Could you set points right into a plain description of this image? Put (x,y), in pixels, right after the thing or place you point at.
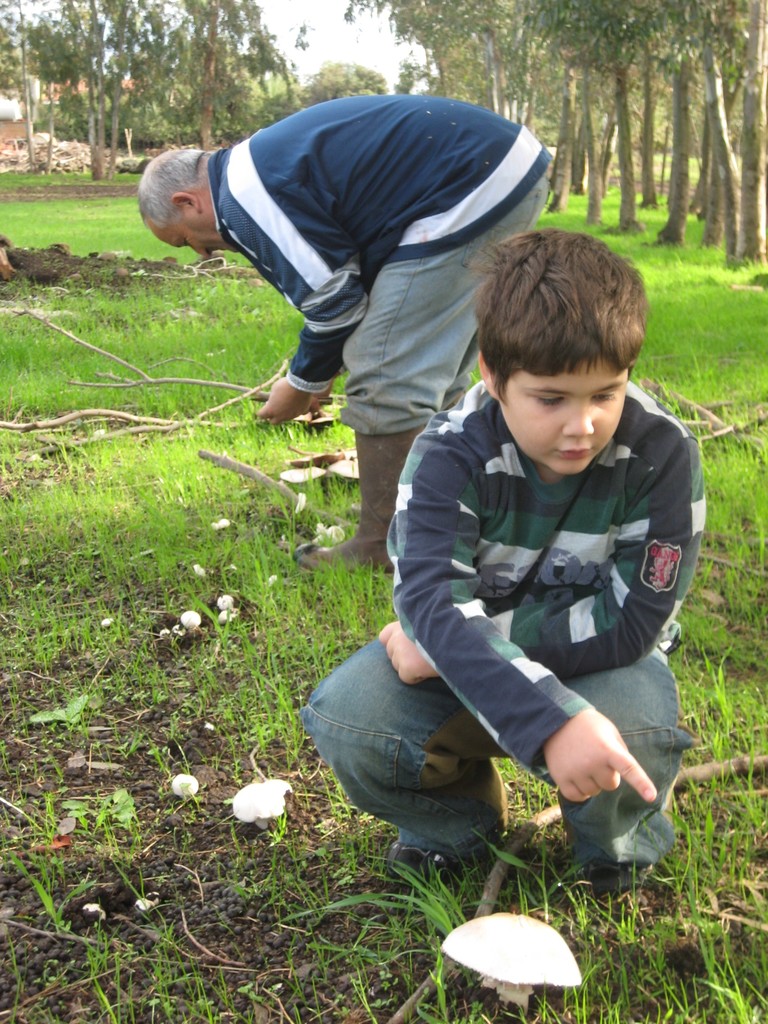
In this image I can see a boy (492,414) and a man (364,287). In the background (217,374) I can see trees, the grass (260,326) and the sky (337,25).
